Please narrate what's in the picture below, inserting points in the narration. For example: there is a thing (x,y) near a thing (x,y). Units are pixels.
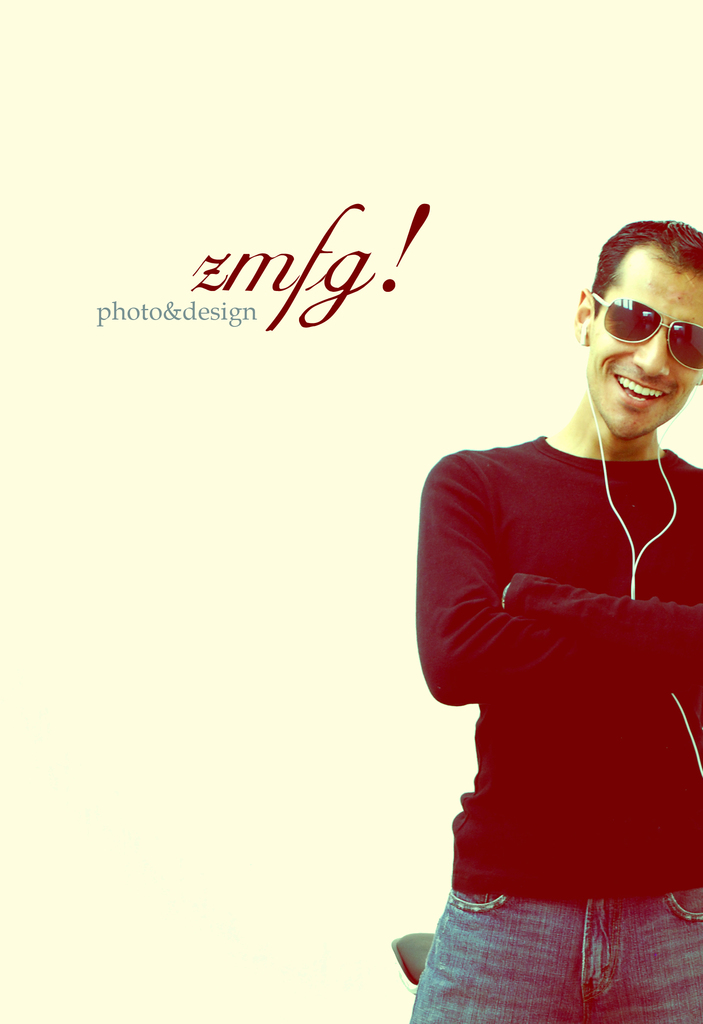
In this picture we can see photo poster (325,827) of the boy (592,523) wearing a maroon shirt (559,518), standing and smiling.
